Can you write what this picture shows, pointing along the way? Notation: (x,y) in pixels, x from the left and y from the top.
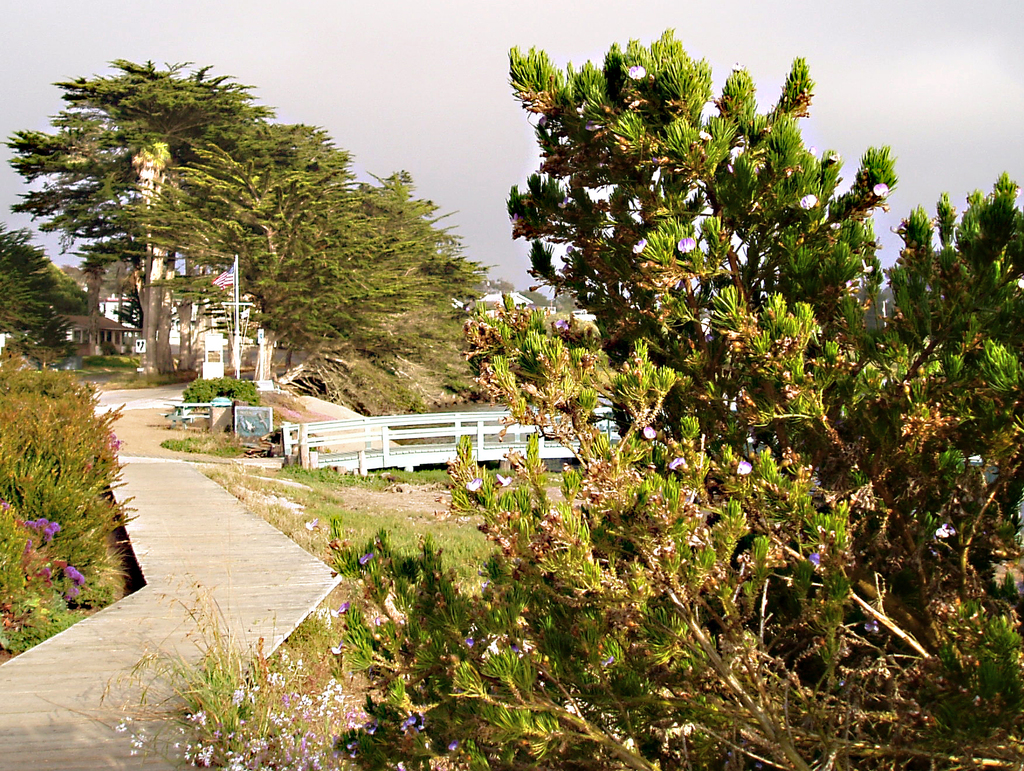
In this image there is a path (245,542), on either side of the path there are plants (571,628), in the background (426,440) there is a bridge (494,427), trees (343,336) and the sky (434,108).
